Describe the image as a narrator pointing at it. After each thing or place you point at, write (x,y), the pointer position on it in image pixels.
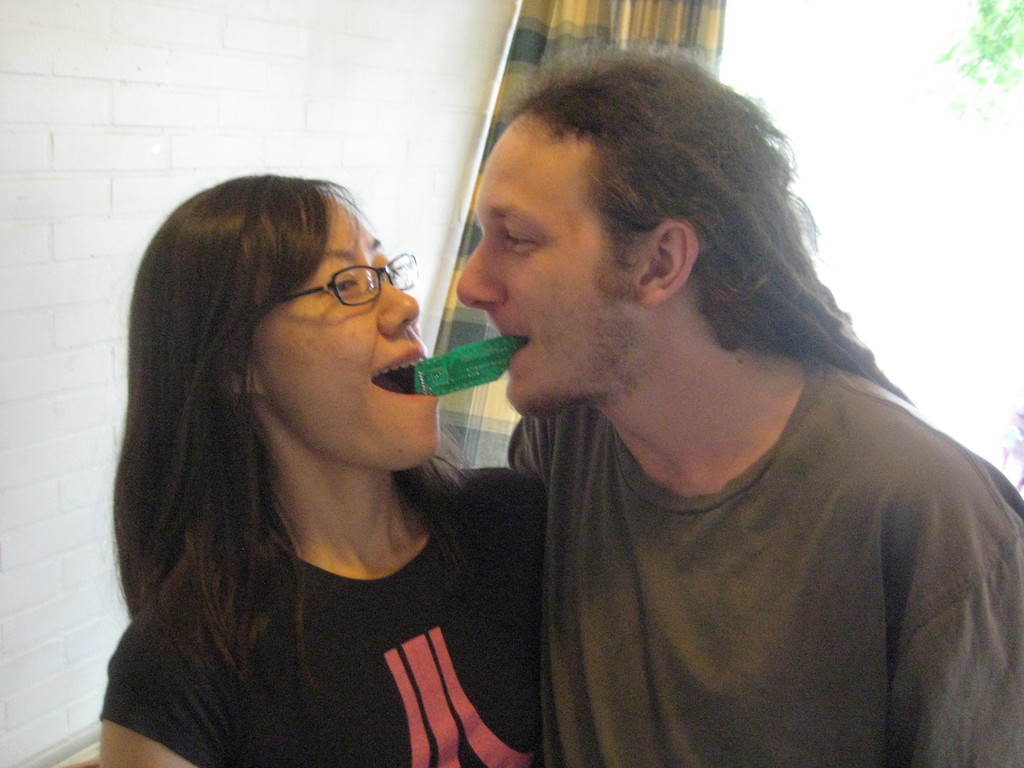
In this image in front (382,378) there are two people (497,467) holding some object (464,353) in their mouth (412,359). Behind them there is a curtain (568,27). There is a wall (178,86).
